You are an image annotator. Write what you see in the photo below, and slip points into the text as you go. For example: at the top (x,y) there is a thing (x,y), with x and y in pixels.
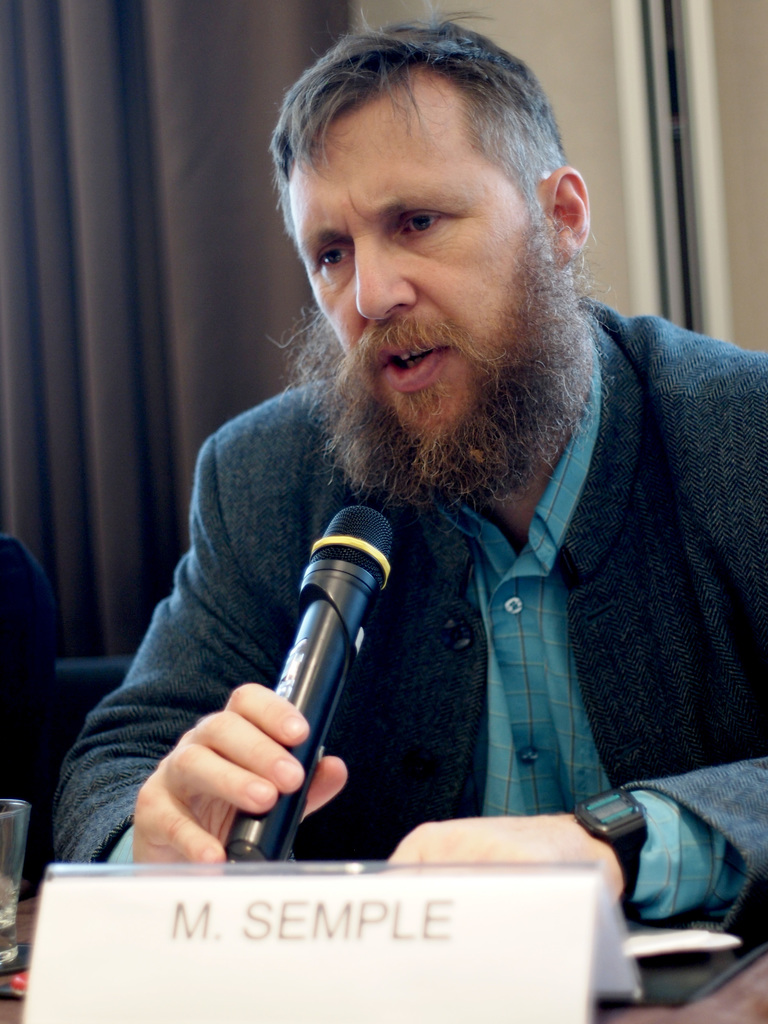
In this image we can see the person (217,570) sitting and holding a mic (317,697) and in front of the person (291,763) we can see the board (269,954) with the text (338,923) and there is the glass (24,861). And at the back (541,70) we can see the curtain (142,270) and wall (617,233).
